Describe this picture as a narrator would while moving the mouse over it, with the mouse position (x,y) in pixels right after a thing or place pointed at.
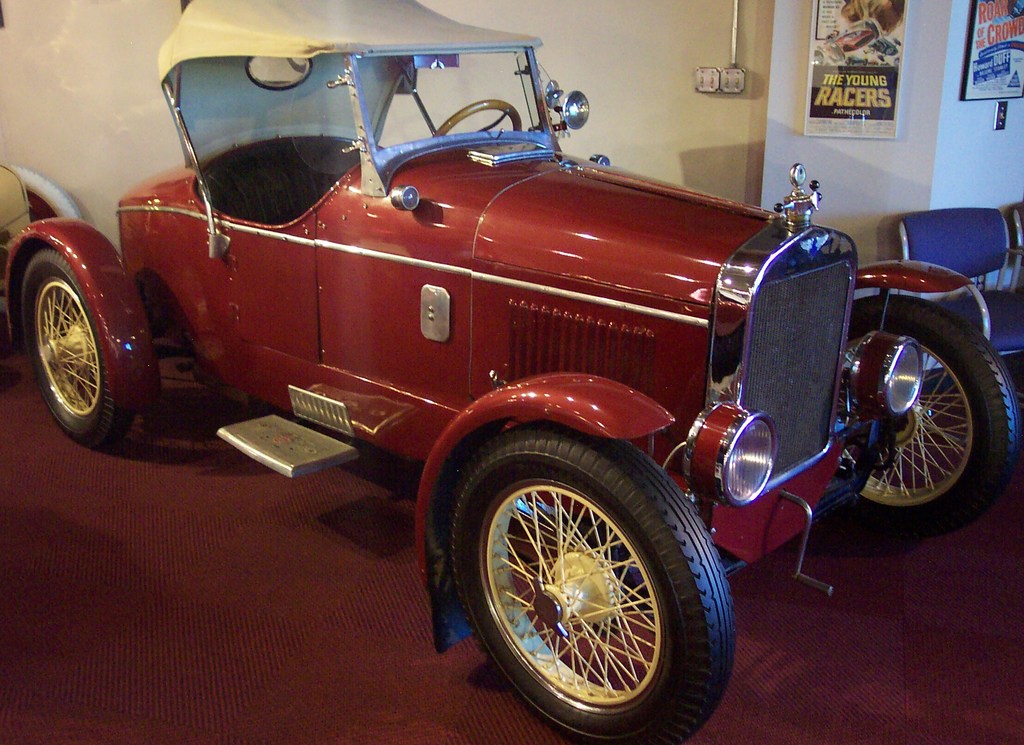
In the center of the image (522,312), there is a car (438,497) and on the right (981,315), there are chairs (963,249). In the background (858,79), we can see posters (844,77) placed on the wall (910,146).
